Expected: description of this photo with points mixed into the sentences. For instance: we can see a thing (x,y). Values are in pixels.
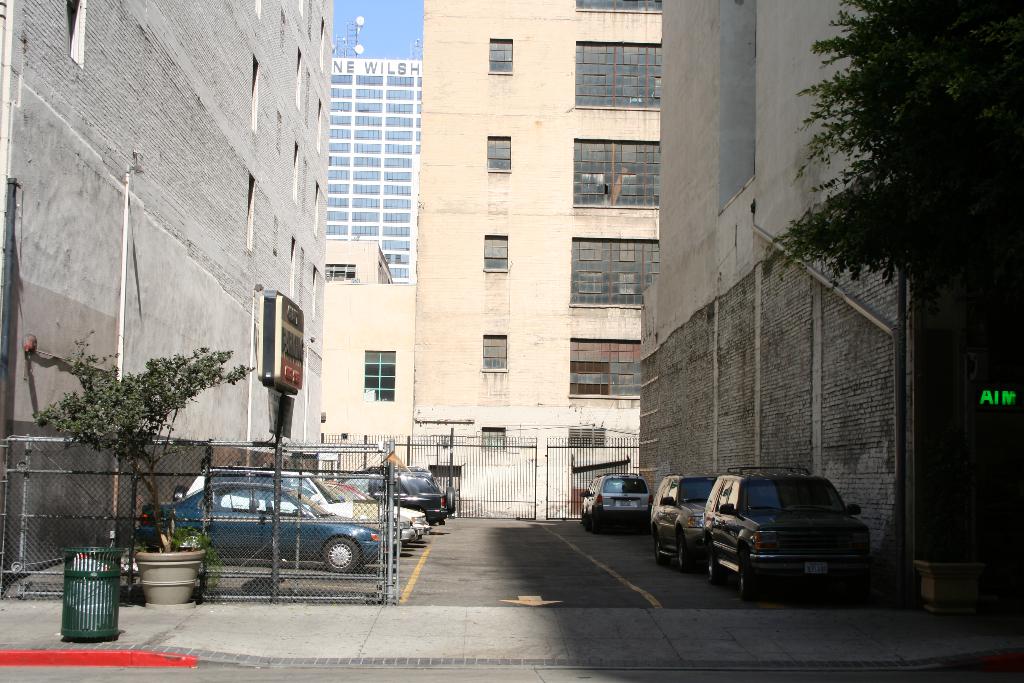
In this image we can see vehicles (770,553), bin (97,579), plant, fence (394,484), road (323,672), boards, branches (935,133), buildings (601,276), and sky (397,36).
